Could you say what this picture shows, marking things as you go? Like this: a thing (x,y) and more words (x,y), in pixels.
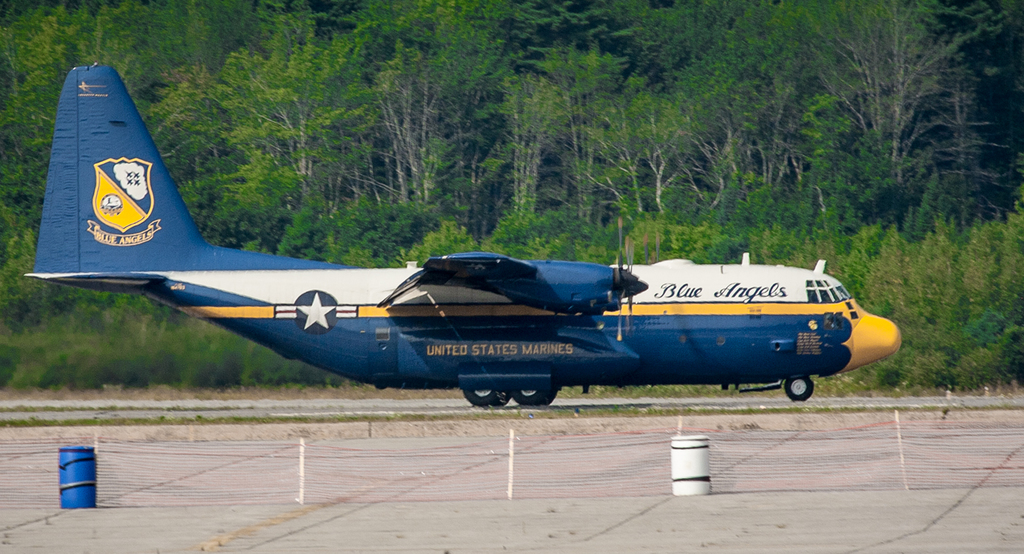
In this image there is an airplane (403,347) on the ground (429,398). There are text (510,344) and logo (99,206) on the airplane (129,209). Behind the airplane (353,276) there are trees (363,202) and plants (163,365) on the ground (216,390). In the foreground (77,492) there are barrels (676,459) on the ground (105,489).
